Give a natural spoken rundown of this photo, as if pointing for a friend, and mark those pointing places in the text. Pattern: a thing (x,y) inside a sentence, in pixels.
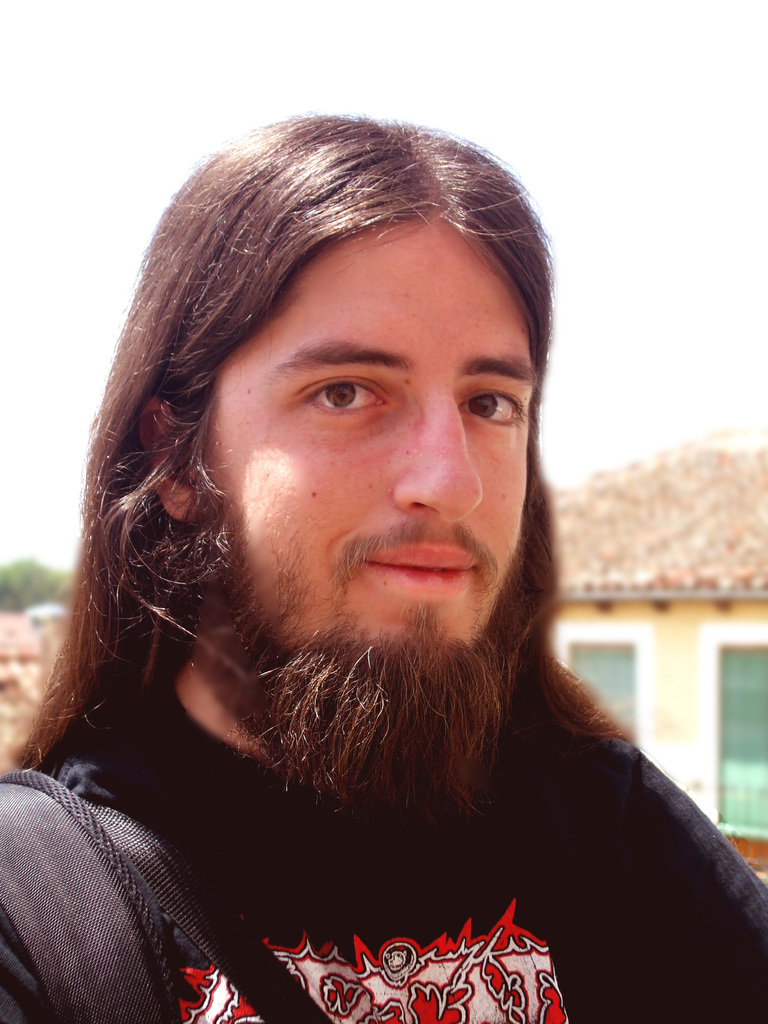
There is a man (207,794). On the left side shoulder (118,882) we can see straps (102,843). In the back (662,628) there is a building (700,614). In the background (26,97) there is sky (523,98).
